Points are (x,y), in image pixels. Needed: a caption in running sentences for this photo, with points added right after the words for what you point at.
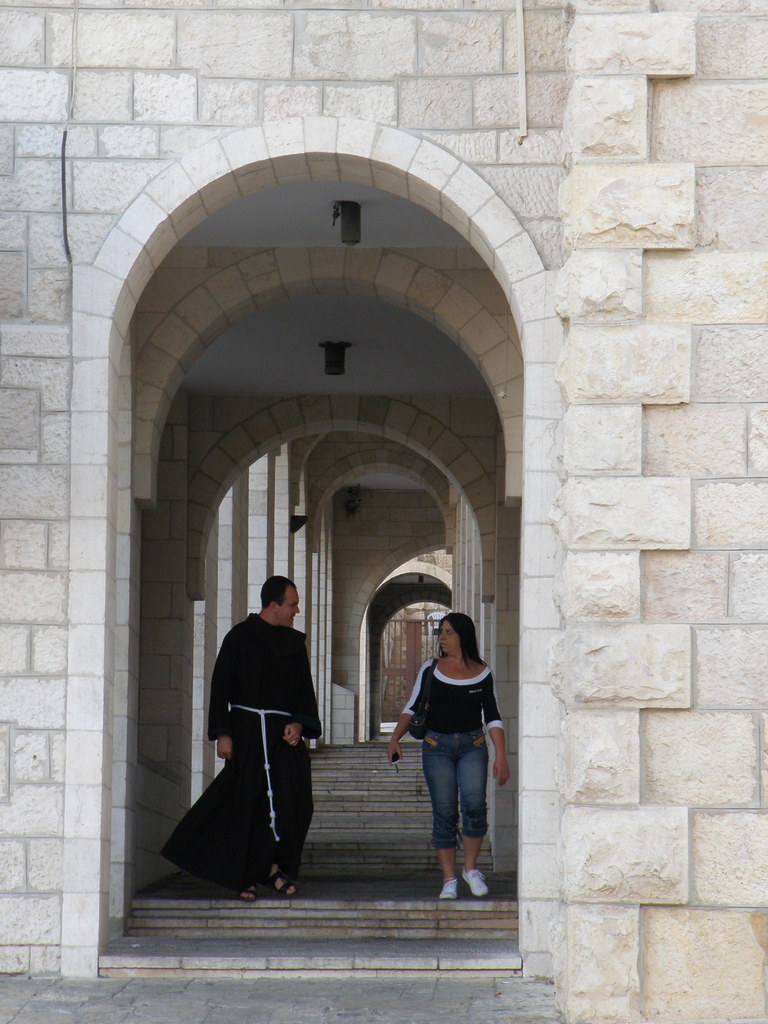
This picture is clicked outside. In the center (440,573) there is a wall (400,25) of the building (146,361) and we can see many number of arch (494,483) of the building (376,263) and there are two persons (300,726) walking on the ground (338,764).
